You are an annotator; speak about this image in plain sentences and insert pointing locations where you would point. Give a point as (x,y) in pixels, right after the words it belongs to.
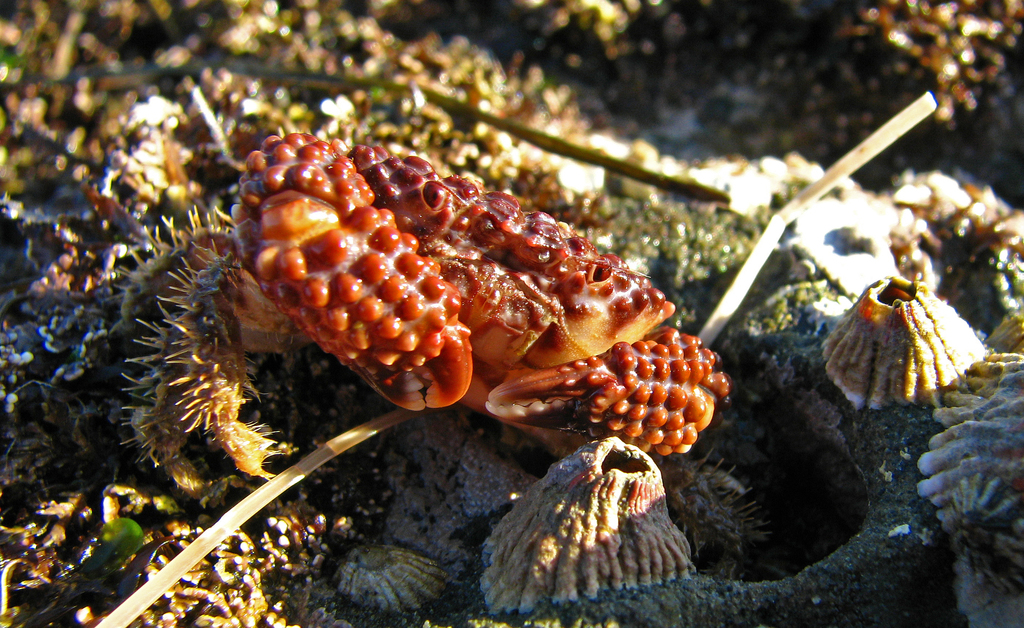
In this image there are shells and a crab (223,243) on the surface (378,134).
